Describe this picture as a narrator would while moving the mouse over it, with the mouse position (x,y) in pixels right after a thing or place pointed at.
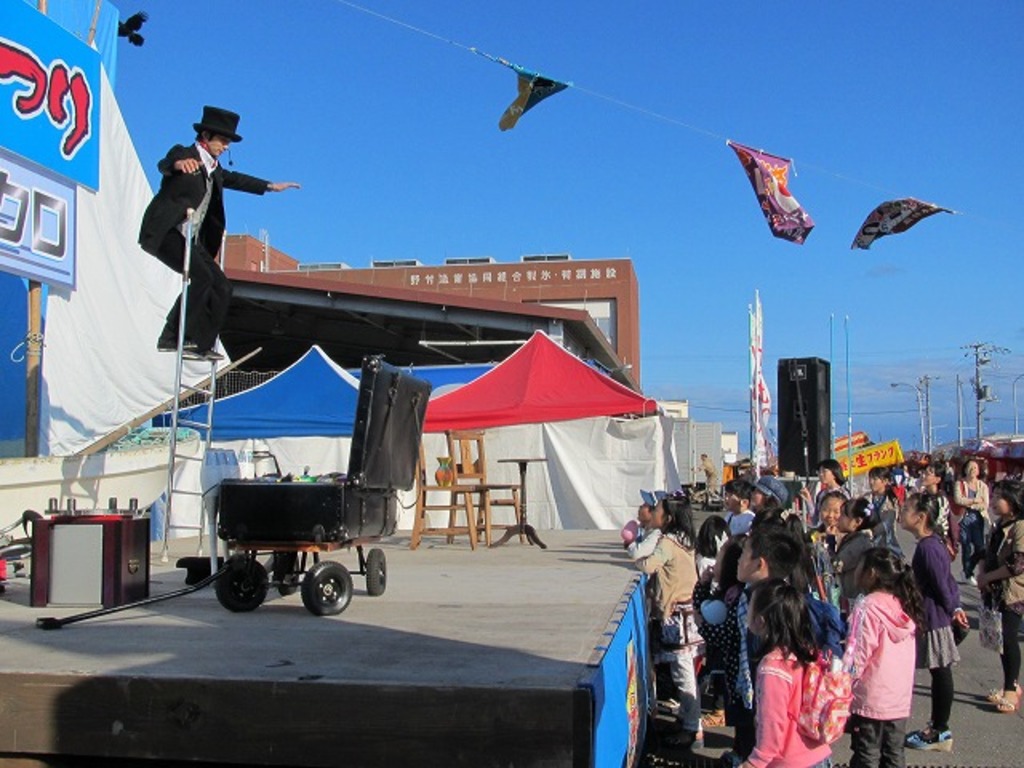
In this image I can see a stage (436,702) in which I can see a magician (156,226) standing on a ladder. I can see a suitcase (236,535) kept on a table (245,546) with wheels (375,556) in front of him. I can see a wooden table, chairs (485,478), a vase (450,471), some metal and electronic devices (109,559) on the stage (437,608). I can see tents (352,393), some buildings (682,415) and poles (846,336) in the center of the image (514,277). I can see some people (1016,697) and some kids (768,570) standing facing towards the left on the road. I can see some flags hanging on a rope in the center of the image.
